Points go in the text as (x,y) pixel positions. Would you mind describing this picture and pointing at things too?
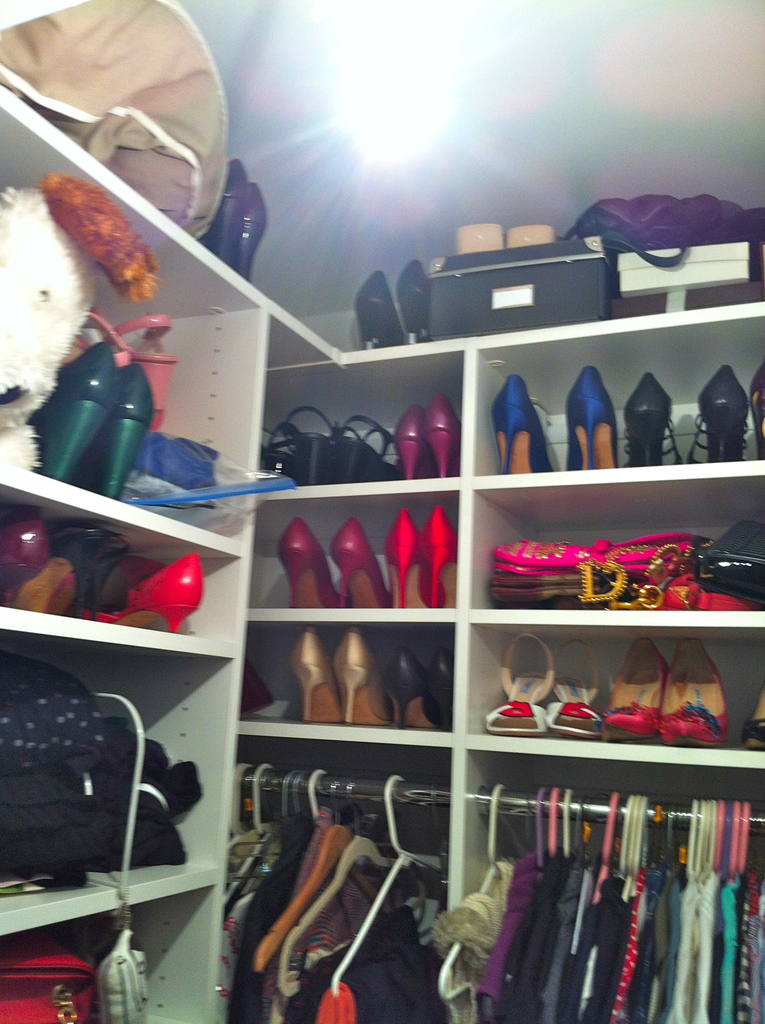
In this image we can see slippers (401,537), dresses (508,879), handbags (618,591) and some objects (297,813) arranged in shelves (309,487).
